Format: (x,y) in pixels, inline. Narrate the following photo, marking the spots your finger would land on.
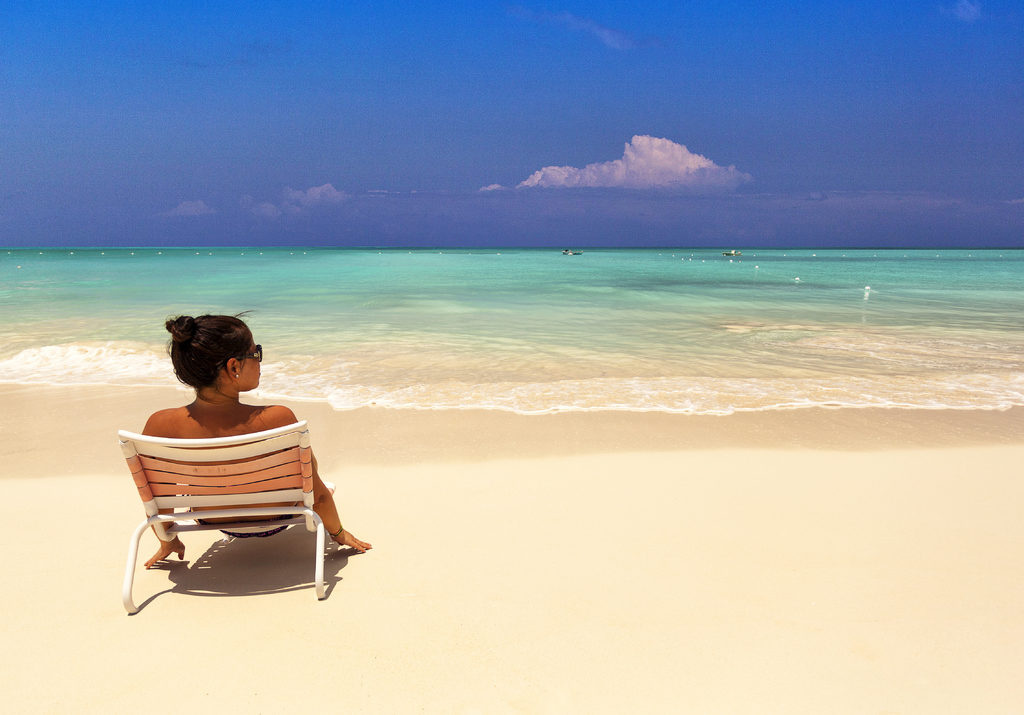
In this picture we can see a person (231,338) wearing goggles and sitting on the chair (281,494). We can see a few objects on the water (398,297) and the cloudy sky (531,162) in the background (500,232).
